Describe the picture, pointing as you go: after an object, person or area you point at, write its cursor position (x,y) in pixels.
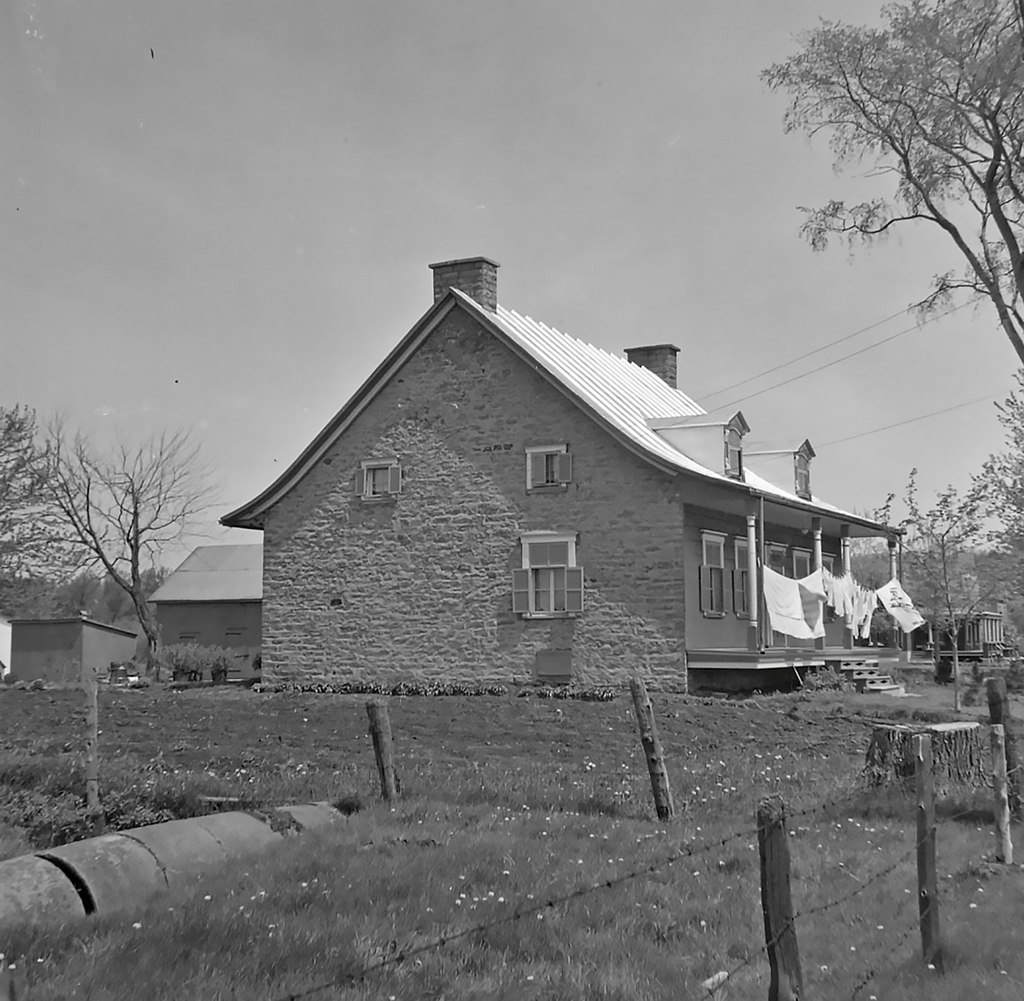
This is a black and white picture, in this image we can see a few houses (557,665), there are some trees (1021,77), plants (561,693), flowers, clothes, fence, poles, windows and wires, in the background (231,125) we can see the sky (967,369).
